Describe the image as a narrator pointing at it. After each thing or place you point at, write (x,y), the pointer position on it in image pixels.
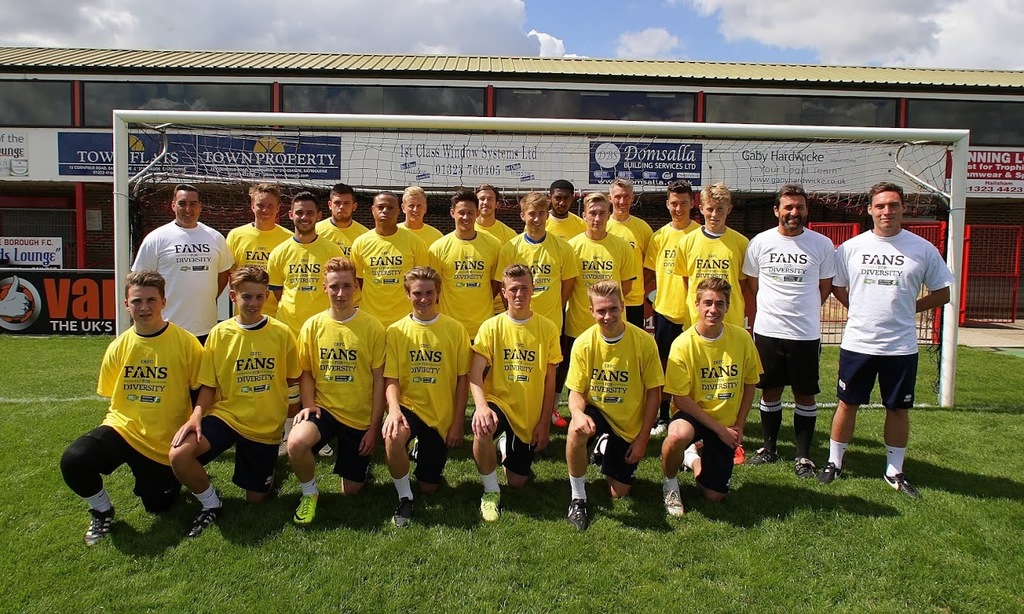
In this image we can see players (335,346) on the ground (503,513). In the background (23,119) we can see net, fencing (41,208) and building (434,59). At the top of the image (829,37) there are clouds (380,24) and sky (574,22).
